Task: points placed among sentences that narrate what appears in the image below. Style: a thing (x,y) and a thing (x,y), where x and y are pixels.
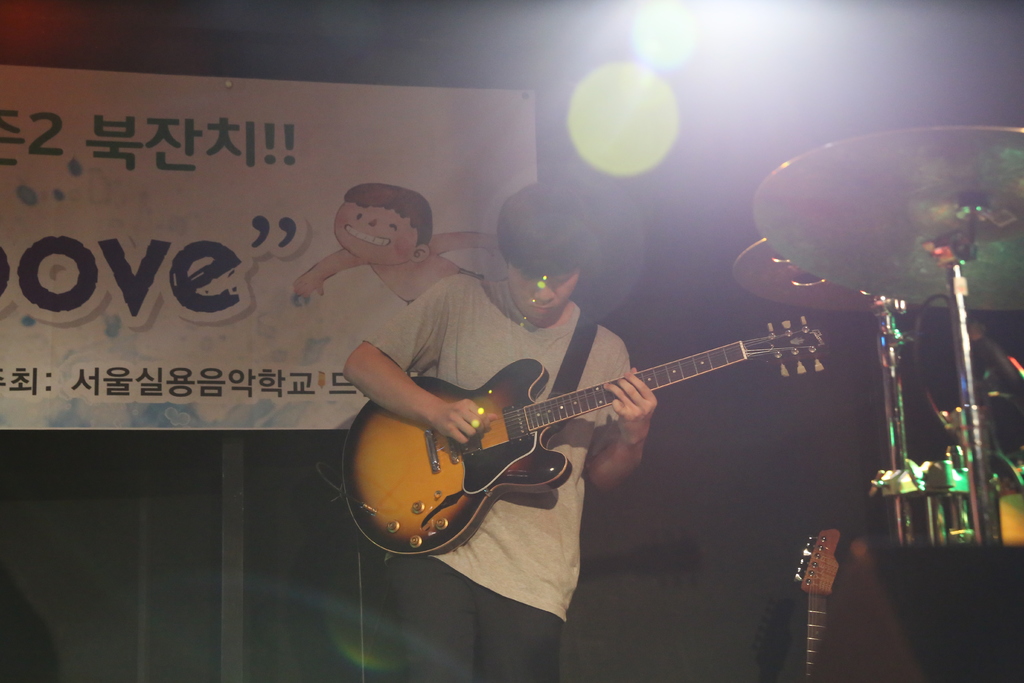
In this image i can see a man (620,356) playing guitar (491,440), at right (957,315) there are few other musical instruments (939,221) at the back ground (450,111) i can see a banner (446,99) and a light (662,90).
